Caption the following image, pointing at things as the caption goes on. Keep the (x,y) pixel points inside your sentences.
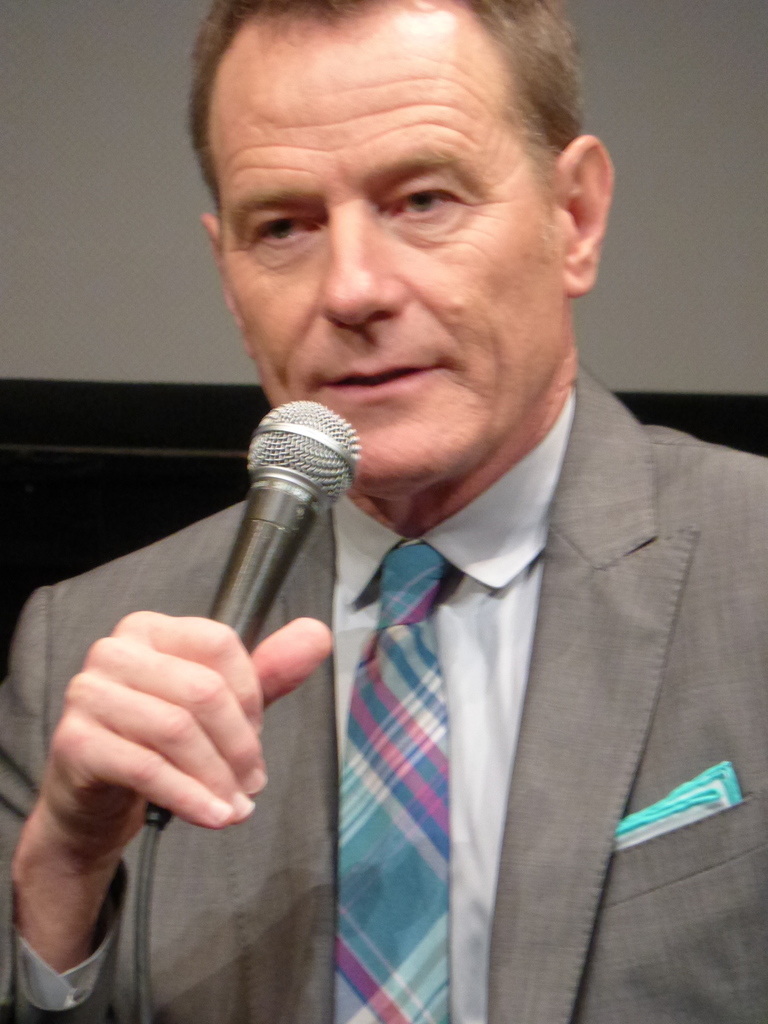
In this image there is one person (450,669) standing in middle of this image (505,434) and there is a wall (156,274) in the background (137,196).
